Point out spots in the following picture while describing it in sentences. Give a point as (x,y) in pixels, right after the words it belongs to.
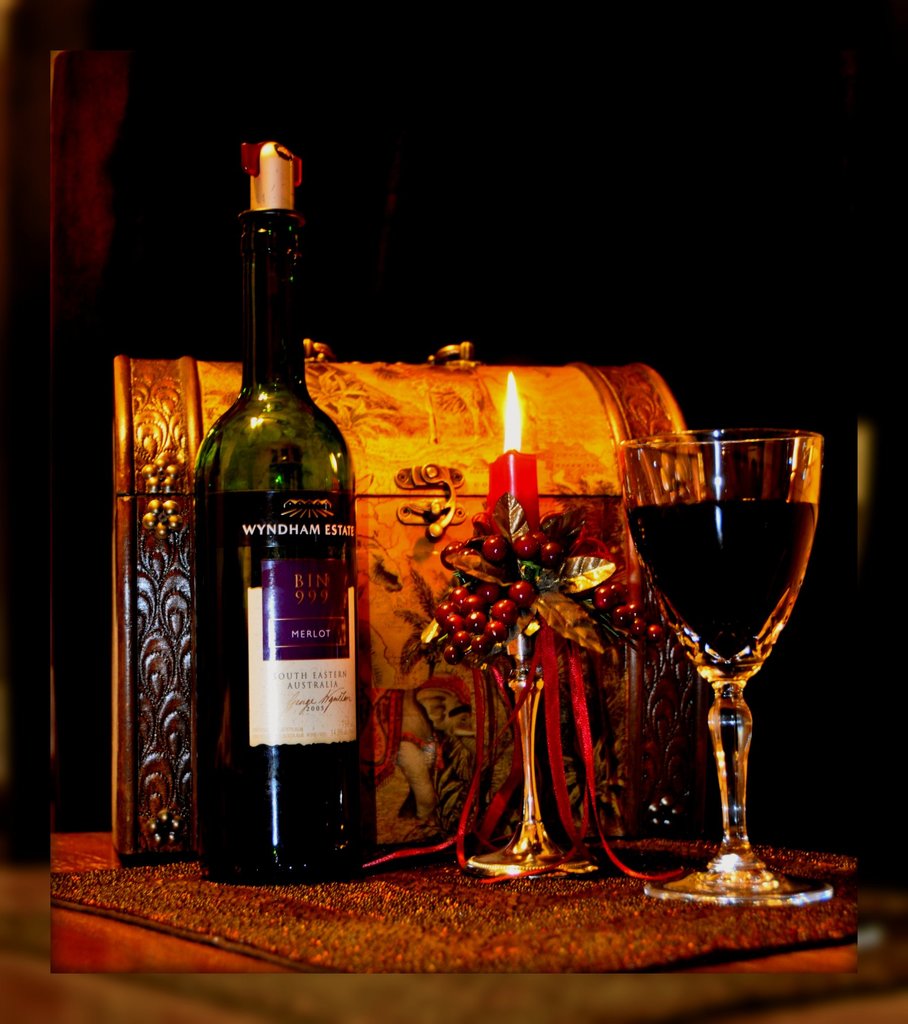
In this image I can see a bottle (269,454), candle (501,478) and a glass of wine (729,585) on the table (463,879).
